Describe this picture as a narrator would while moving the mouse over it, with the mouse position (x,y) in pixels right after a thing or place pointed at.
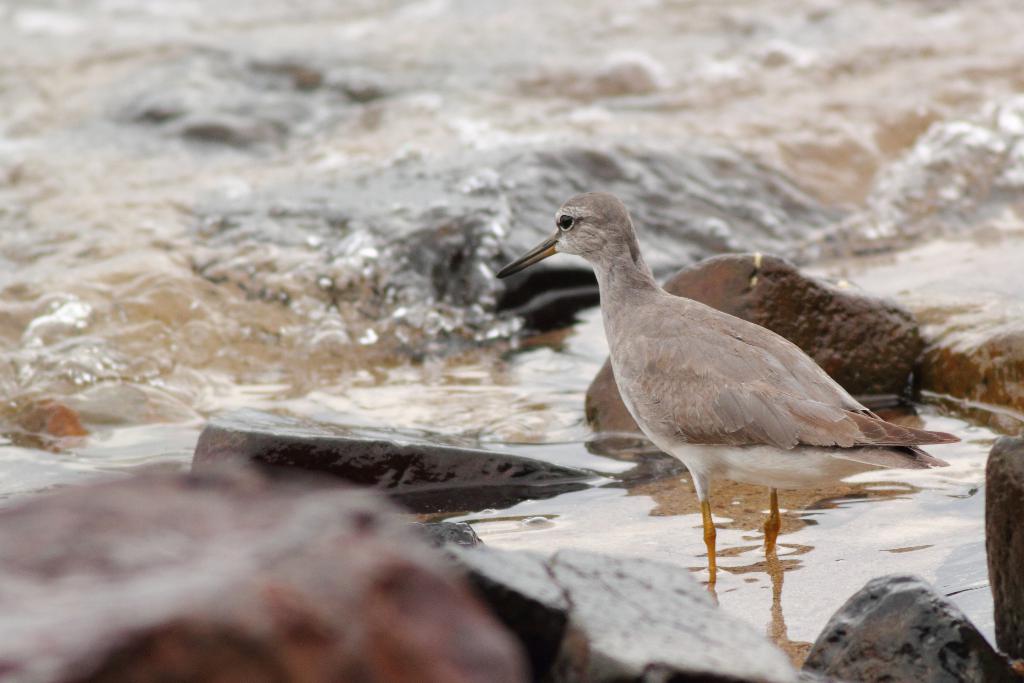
On the right side (788,386), there is a bird (798,396) in the water (766,504). Beside this bird (746,330), there are rocks (758,317). And the background (28,172) is blurred.
